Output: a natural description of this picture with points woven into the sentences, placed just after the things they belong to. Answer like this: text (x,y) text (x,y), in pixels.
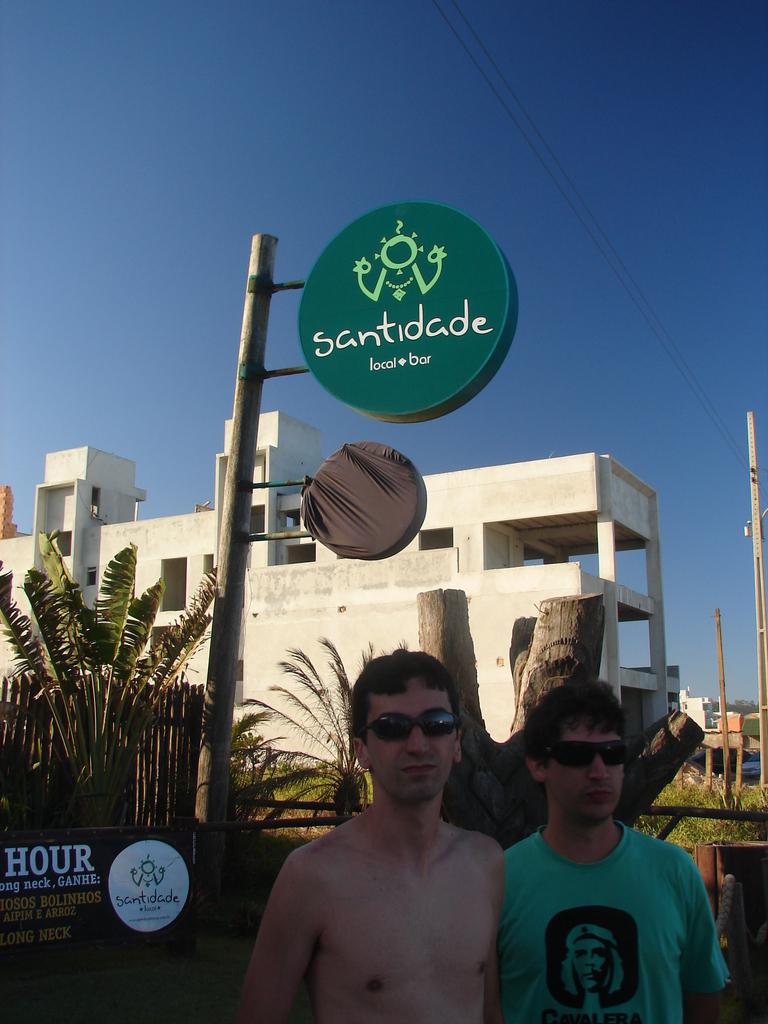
In this picture we can see the building (381,636). At the bottom (359,954) there is a man (409,992) who is wearing goggle (399,723), beside him we can see another man (607,885) who is wearing t-shirt (602,1002) and goggles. Both of them were standing on the road (214,983). At the back (281,822) we can see the poles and tree wood (526,628). On the right (762,638) we can see the electric poles (755,475) and wires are connected to it. On the background (85,735) we can see trees (114,774), plants (86,756) and grass (765,794). At the top (241,80) there is a sky (186,87).
